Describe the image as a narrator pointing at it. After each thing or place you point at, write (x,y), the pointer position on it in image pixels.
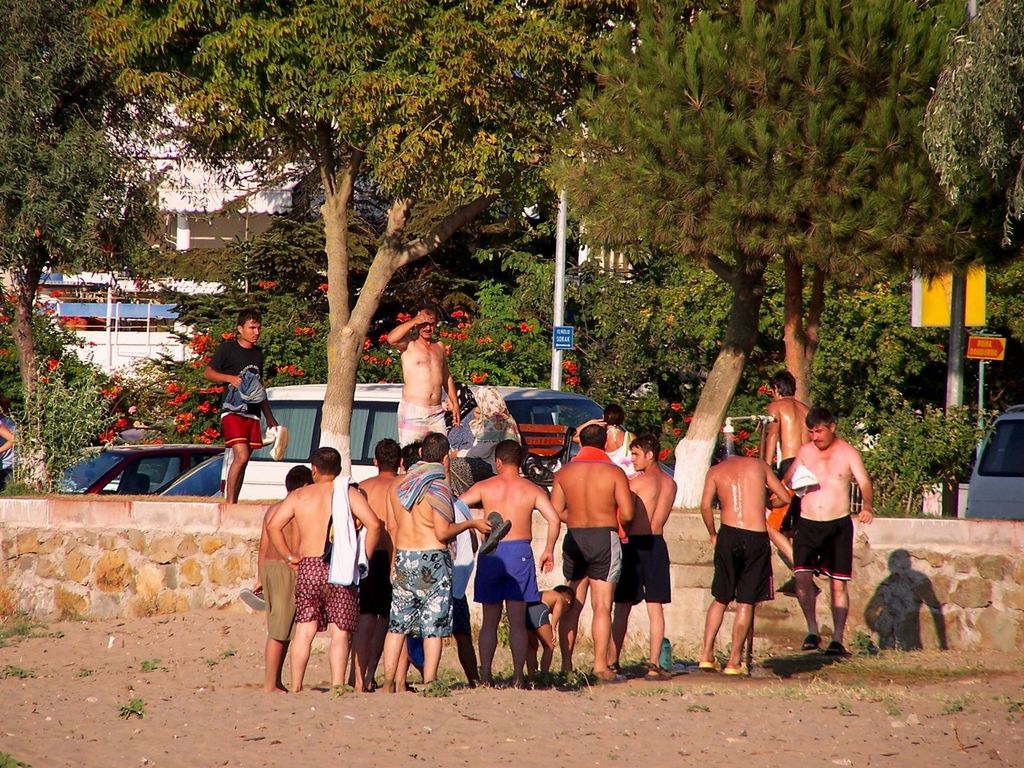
In the picture I can see a group of people (517,546) are standing on the ground (481,723). In the background (504,330) I can see trees (543,168), poles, boards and some other things (472,325).
